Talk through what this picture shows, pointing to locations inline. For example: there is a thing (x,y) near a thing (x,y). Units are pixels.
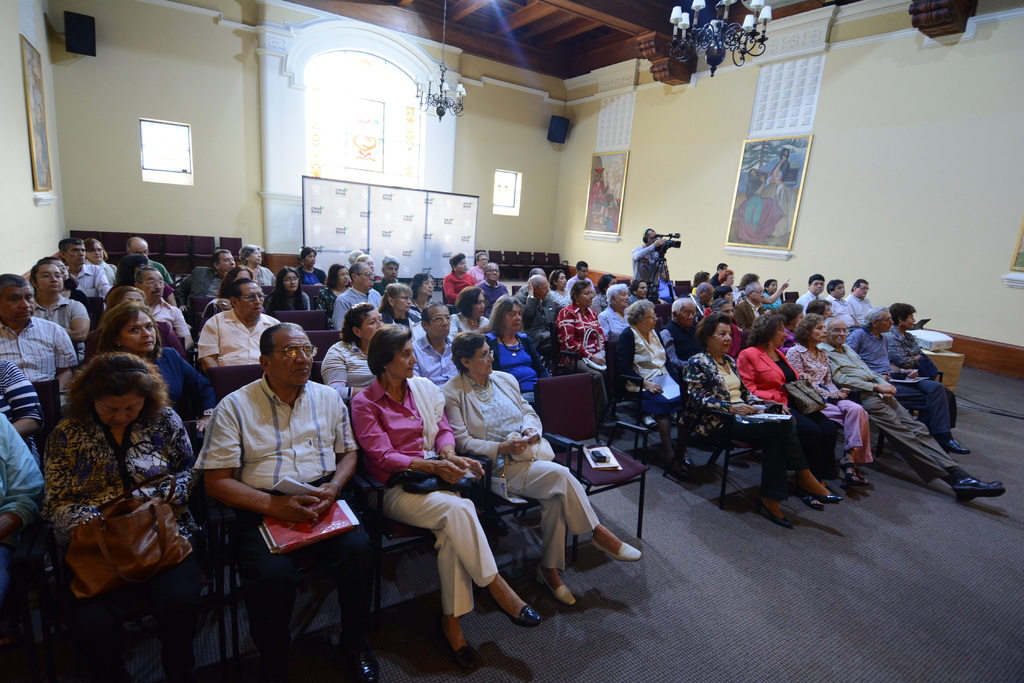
This image is taken inside a room (878,203). There are many people (360,315) in this room (16,206), sitting on the chairs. In the bottom of the image (695,600) there is a floor (728,591) with mat (862,561). At the background (142,89) there is a wall (85,187) with windows (496,173), posters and the picture frames (35,177) on it. At the corners of the room (478,117) there are two speaker boxes (89,51). At the top of the image (823,6) there is a ceiling (552,60) and two chandeliers (716,29) are hanged.
